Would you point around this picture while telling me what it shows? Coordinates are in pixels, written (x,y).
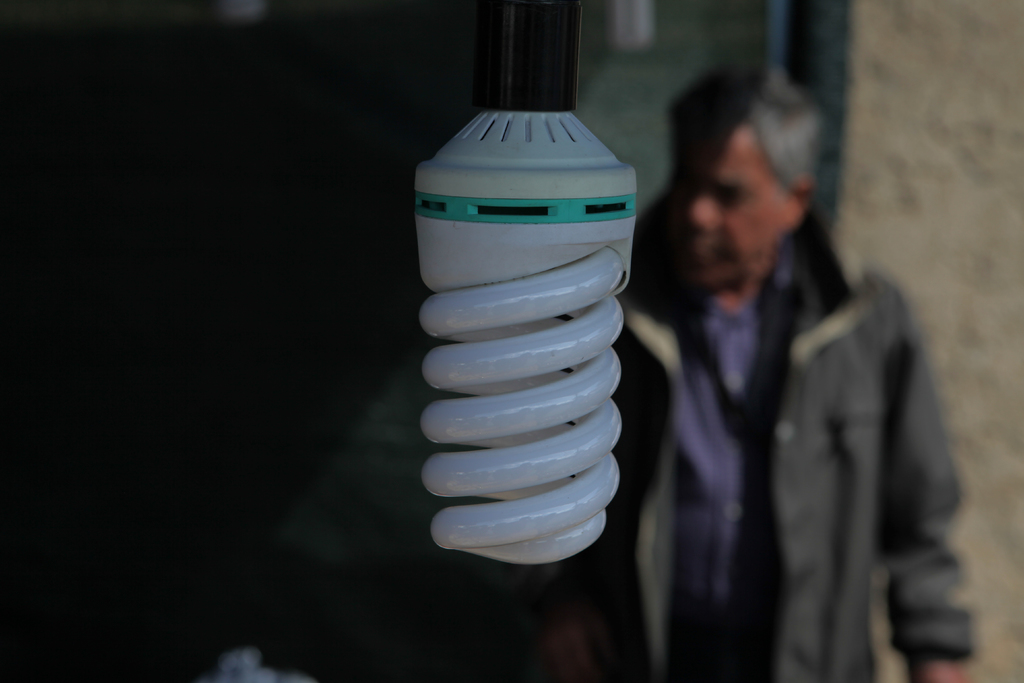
In this image, at the middle (486,299) there is a white color light bulb (434,477), at the background (799,392) there is a man (795,401) standing and there is a wall (938,154).
